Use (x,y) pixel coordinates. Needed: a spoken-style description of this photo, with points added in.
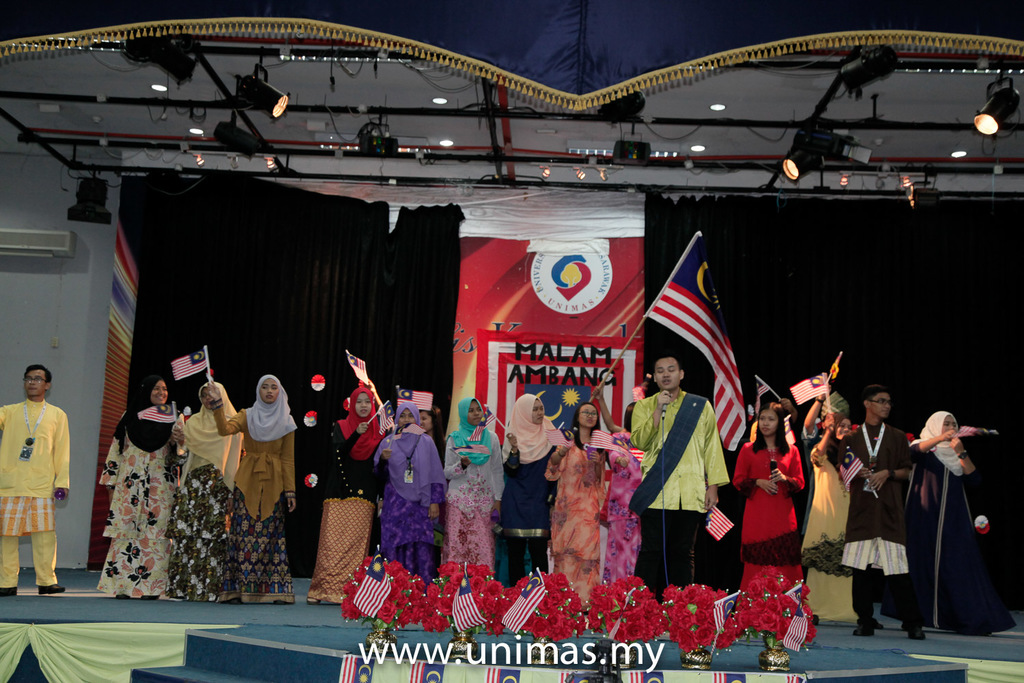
In this image we can see a group of people (638,481) standing on the floor (315,642) holding the flags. In that some are holding the mikes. We can also see some flower bouquets (450,625) with flags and some decors (29,639) on the stage (321,672). On the backside (517,290) we can see a curtain (336,299), a board (606,382), an air conditioner (38,255) and the roof (518,145) with some lights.
